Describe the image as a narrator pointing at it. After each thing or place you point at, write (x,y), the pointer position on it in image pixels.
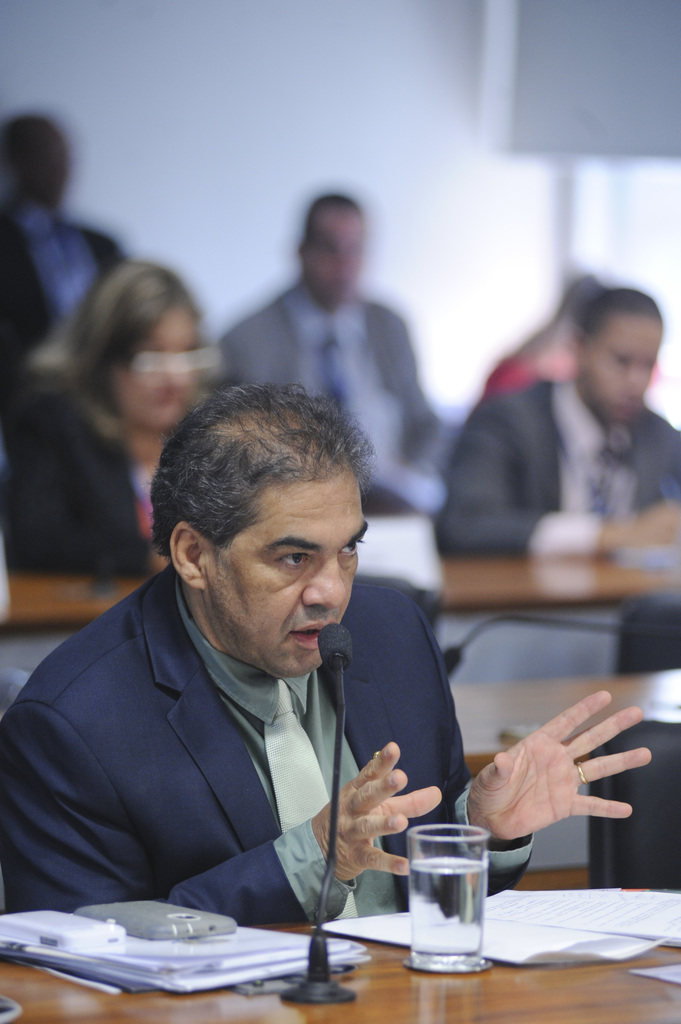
In This picture i could see some persons (258,538) sitting on the chairs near the table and seems like they are in some seminar hall (336,631) in front of them on the table (533,997) there are some papers (244,947), phone (228,931), mic (312,940) and water glass (433,867). In the background (259,112) i could see a white wall (310,132) and a window (613,198).
